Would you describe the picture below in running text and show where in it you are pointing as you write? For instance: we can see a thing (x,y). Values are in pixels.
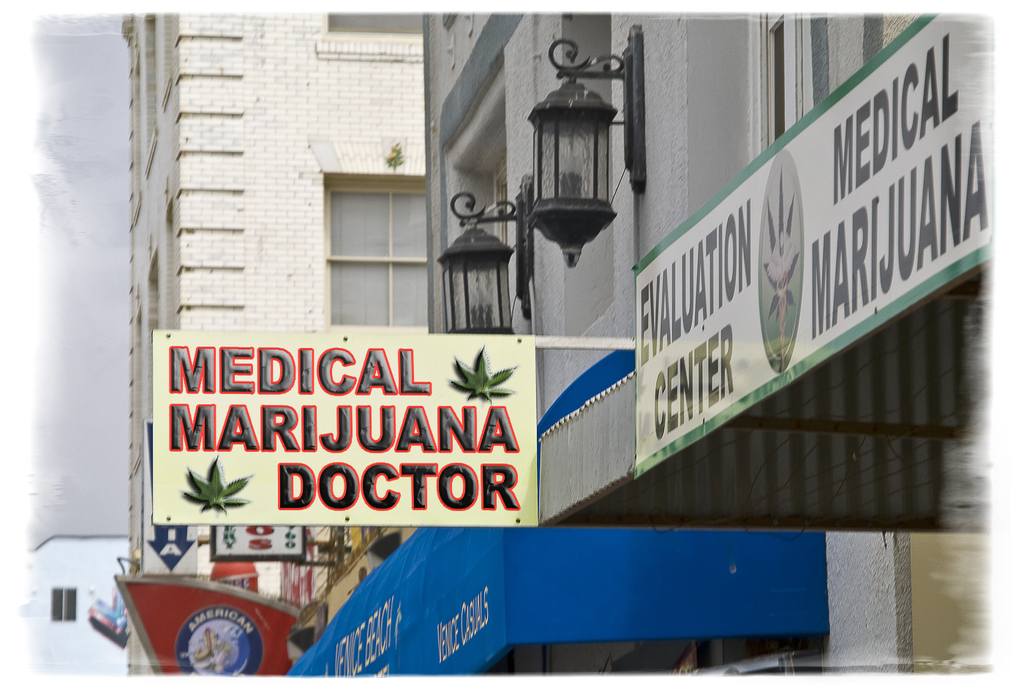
In this image there are buildings (40,630) with the name boards (338,491), lights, and in the background (116,406) there is sky (101,391).
